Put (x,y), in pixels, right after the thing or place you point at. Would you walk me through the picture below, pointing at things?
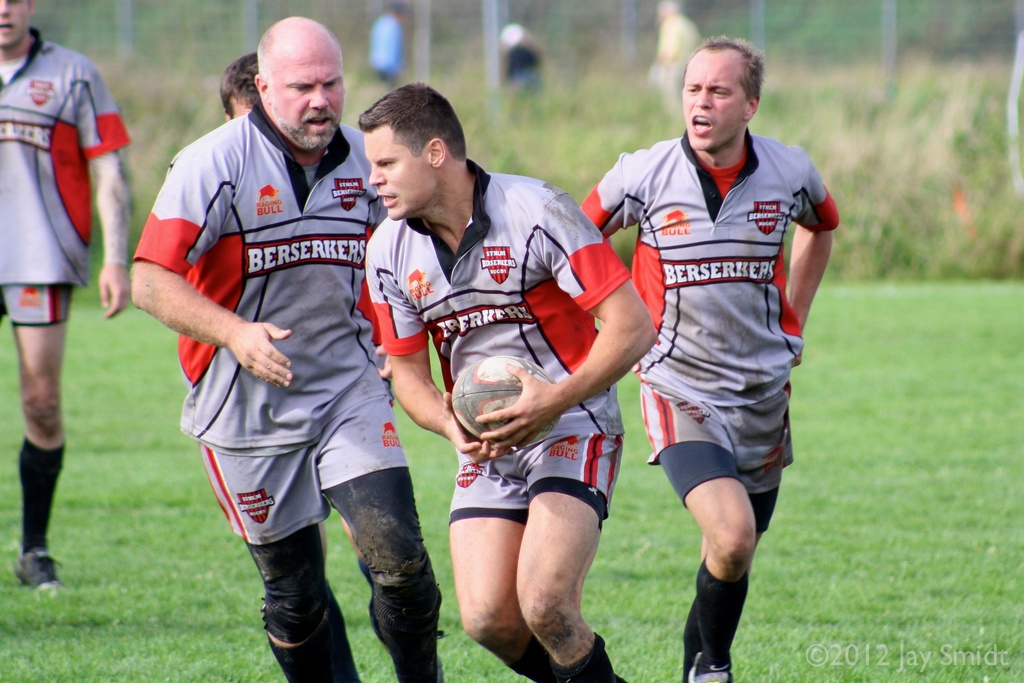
In this image there are group of persons (49,56) standing, another person (485,511) standing and holding a ball (528,368) and the back ground (937,401) there is grass (865,366), and some plants (999,116).
